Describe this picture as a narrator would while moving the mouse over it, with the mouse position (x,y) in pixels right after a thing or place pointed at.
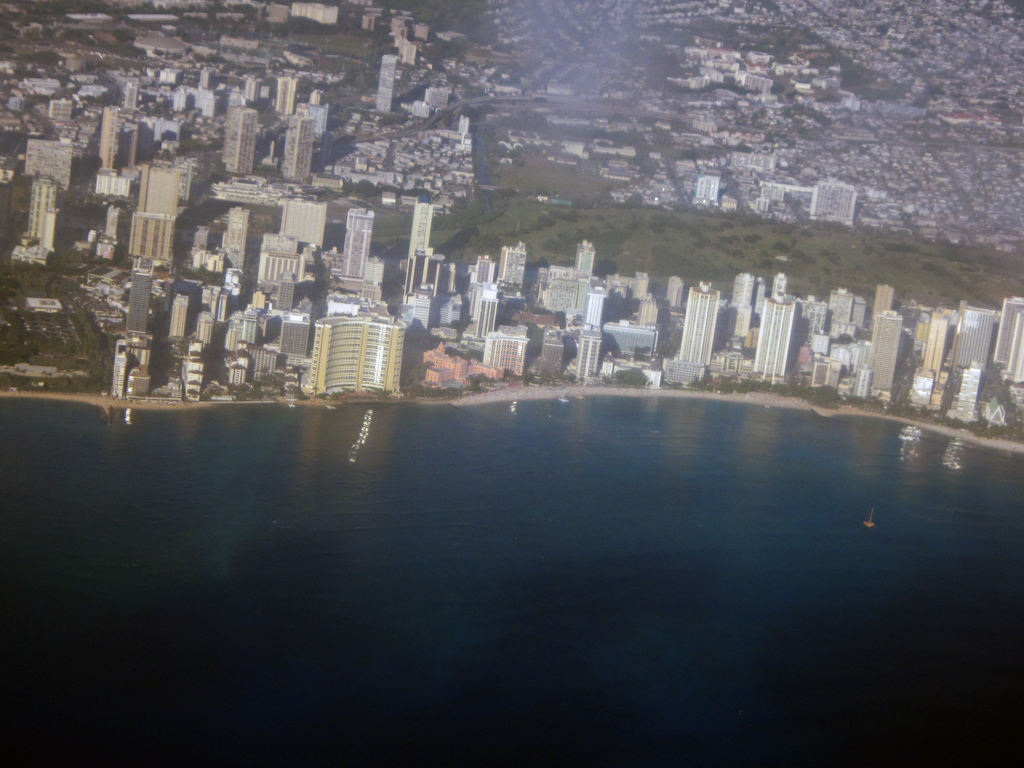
In this picture we can see buildings (335,371), water (466,460) and trees (52,340).
